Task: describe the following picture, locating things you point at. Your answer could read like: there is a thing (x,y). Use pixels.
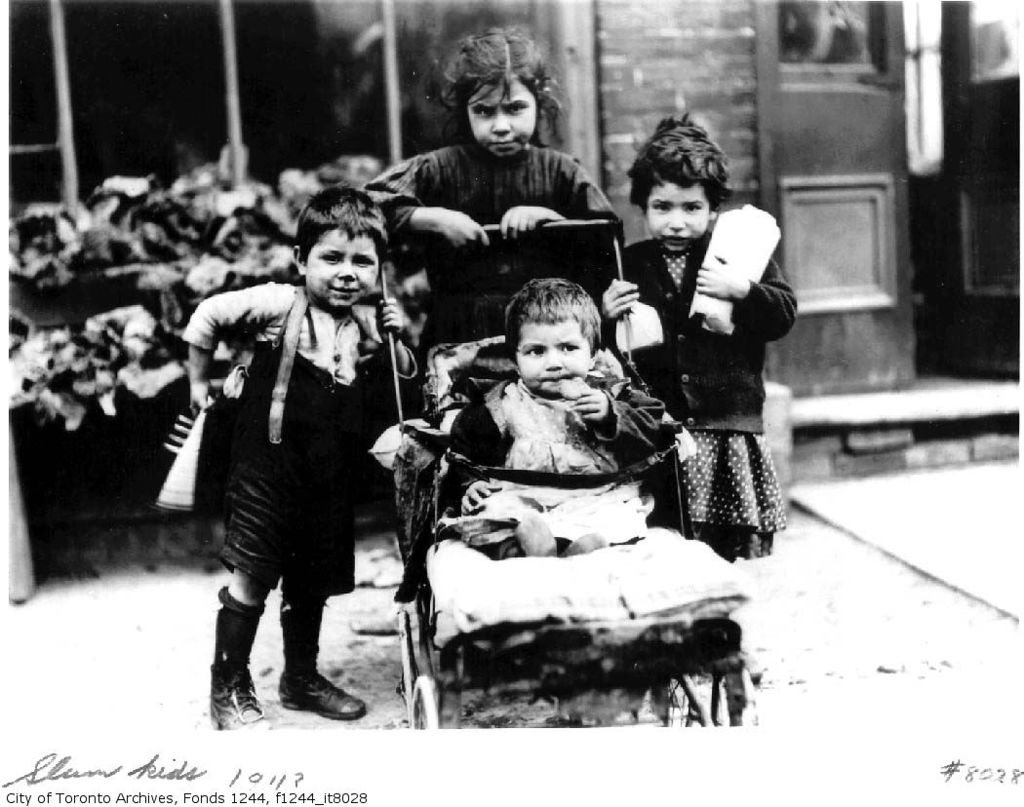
In this picture I can observe four children (611,418). One of them is in stroller (543,225). In the background (336,73) I can observe building (408,76). This is a black and white image. In the bottom left side (122,764) I can observe text (118,772).
